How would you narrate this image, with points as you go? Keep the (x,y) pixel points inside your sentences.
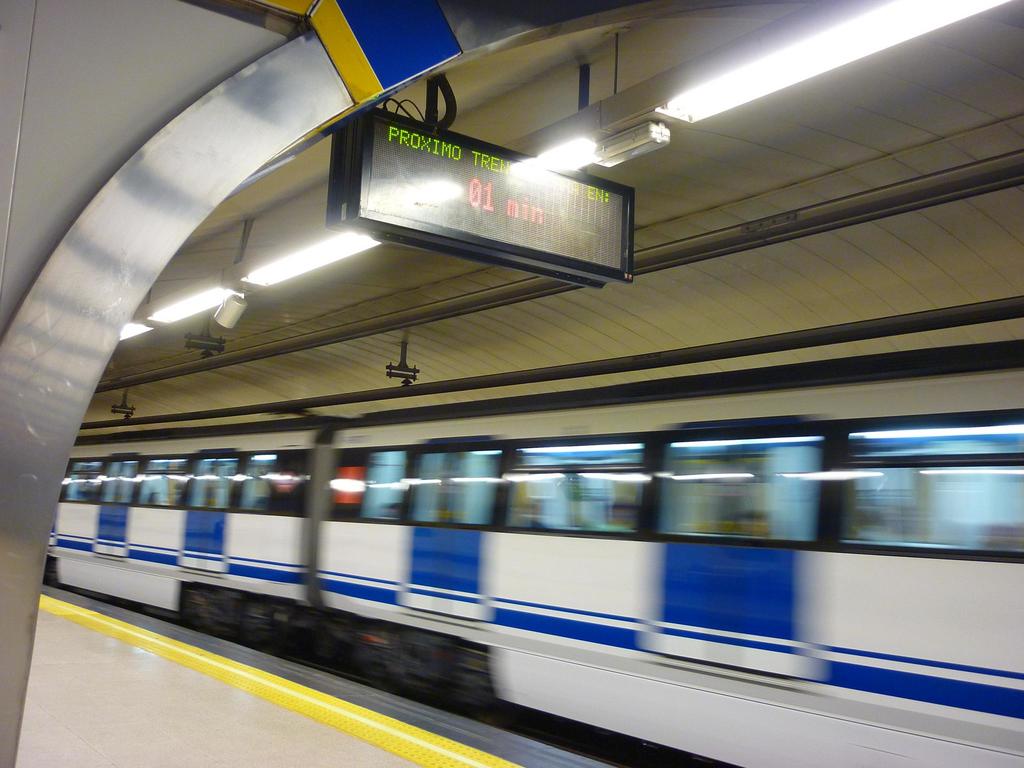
In the center of the image (569,484) there is a train (329,468). At the top of the image (684,82) there is a ceiling (482,108). There are lights (196,307). At the bottom of the image (108,665) there is platform (97,711).
